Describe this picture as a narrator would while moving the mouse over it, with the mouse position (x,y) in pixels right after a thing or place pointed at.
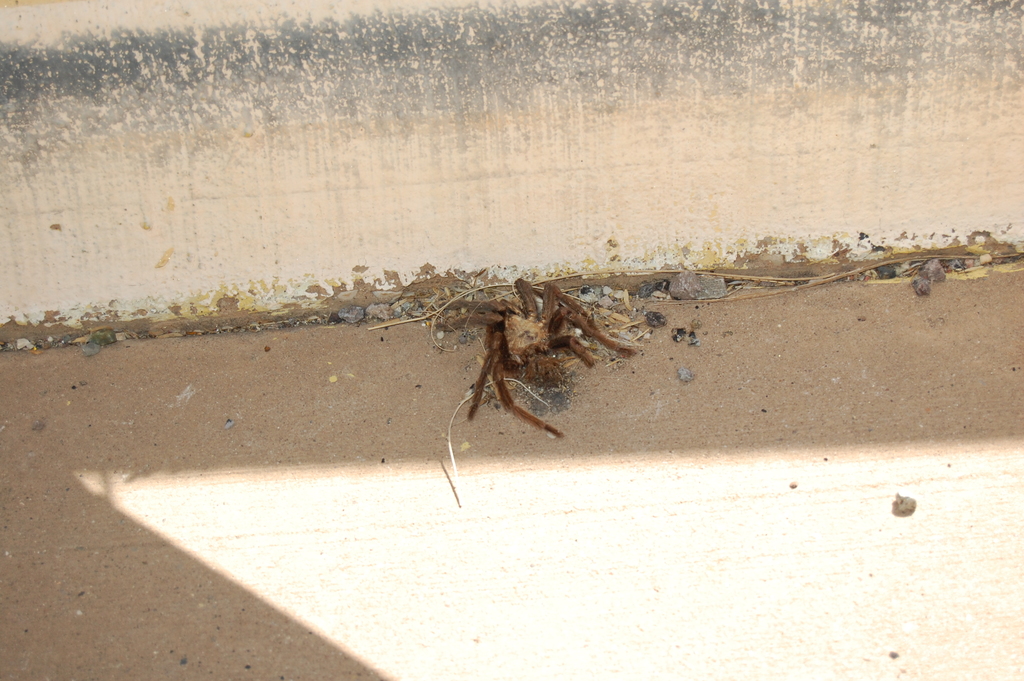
In this image I can see the ground (415,554), an insect (521,352) which is brown and cream in color, the cream and black colored surface (484,240) and few small stones (377,306).
